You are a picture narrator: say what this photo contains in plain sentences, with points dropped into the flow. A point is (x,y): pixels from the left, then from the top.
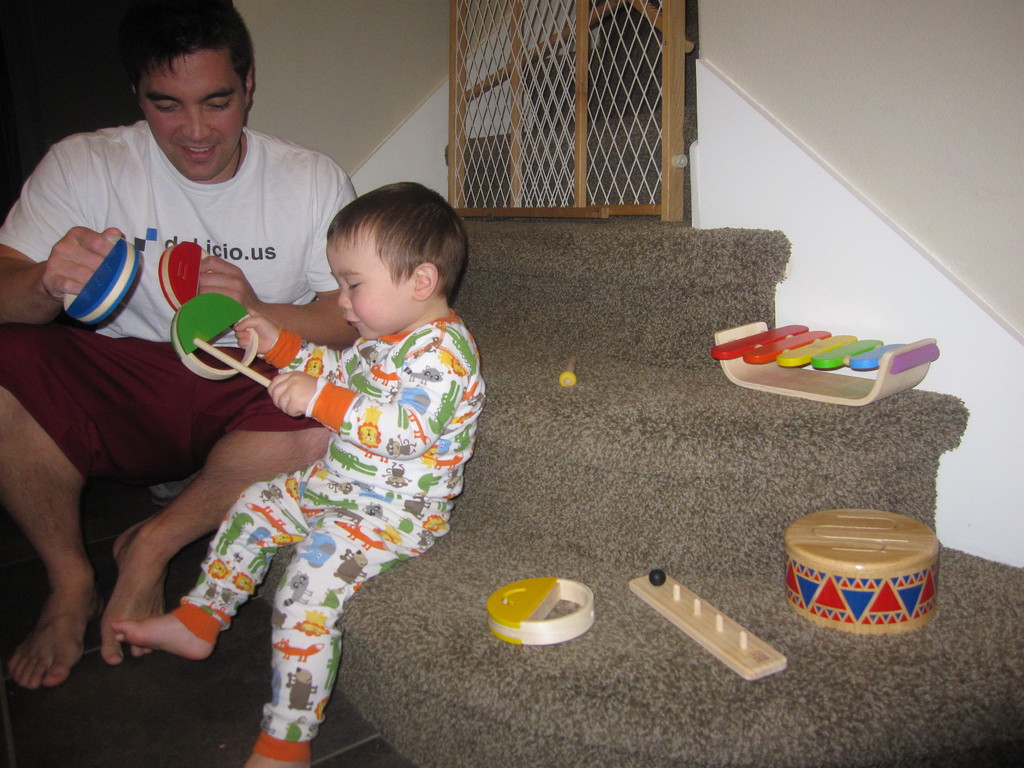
On the left side (62,210), there is a person (201,54) in white color T-shirt (267,183), holding two objects (192,268) with both hands (71,246) and sitting. Beside him, there is a child (451,380) holding a stick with one hand (288,389), holding an object (193,304) with the other hand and sitting. On the right side (844,552), there are toys (910,355) on the steps (374,668). In the background (630,201), there is a net door (503,76) attached to the white wall (445,91).
